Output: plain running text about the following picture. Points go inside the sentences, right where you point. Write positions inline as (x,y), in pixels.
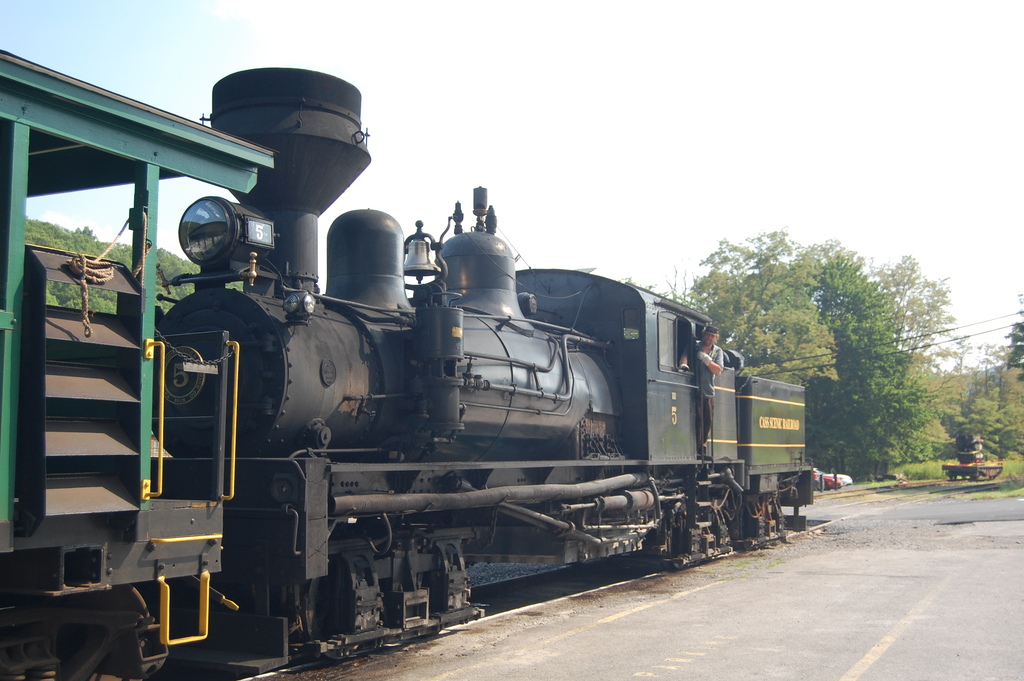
On the right side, there is a person (708,425) standing on the floor (720,462) of an engine (706,457) of a train (766,474). And this train (777,499) on the railway track (650,566). On the right side (904,557), there is a road (989,564). In the background (1001,447), there are trees (1013,394), plants (1012,464) and grass (1010,478) on the ground (998,484) and there are clouds (592,49) in the blue sky (184,35).
